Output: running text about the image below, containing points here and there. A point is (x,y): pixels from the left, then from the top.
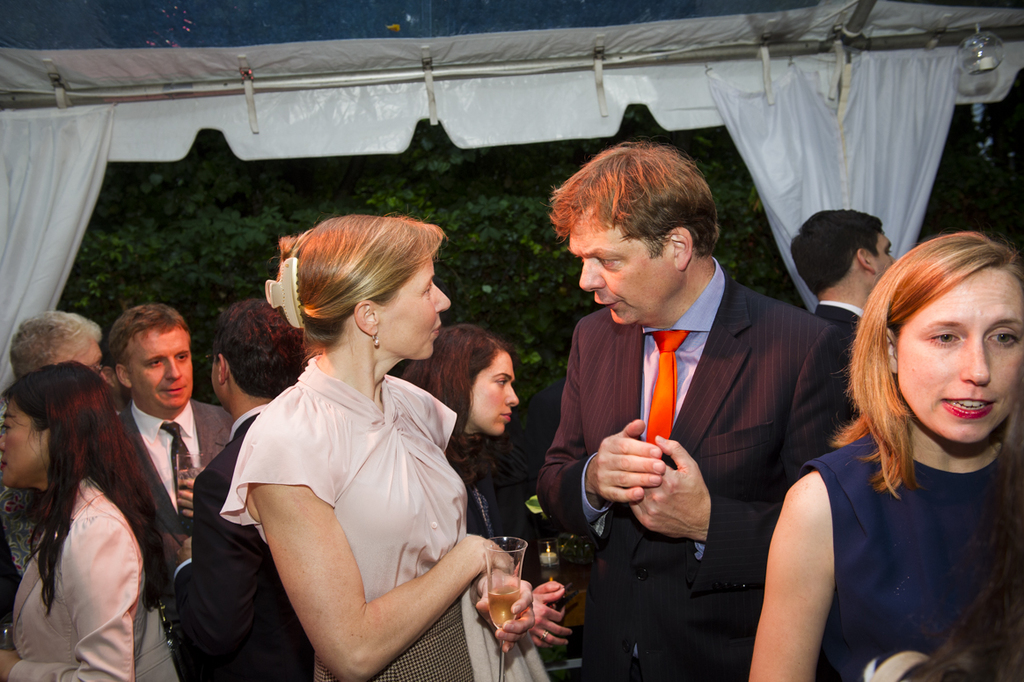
In this picture we can observe some people (268,462). There are men (828,405) and women (423,487). Most of the men (178,385) are wearing coats (622,533) and ties (181,443). We can observe white color curtains (843,150). In the background (403,208) there are trees (480,223).
